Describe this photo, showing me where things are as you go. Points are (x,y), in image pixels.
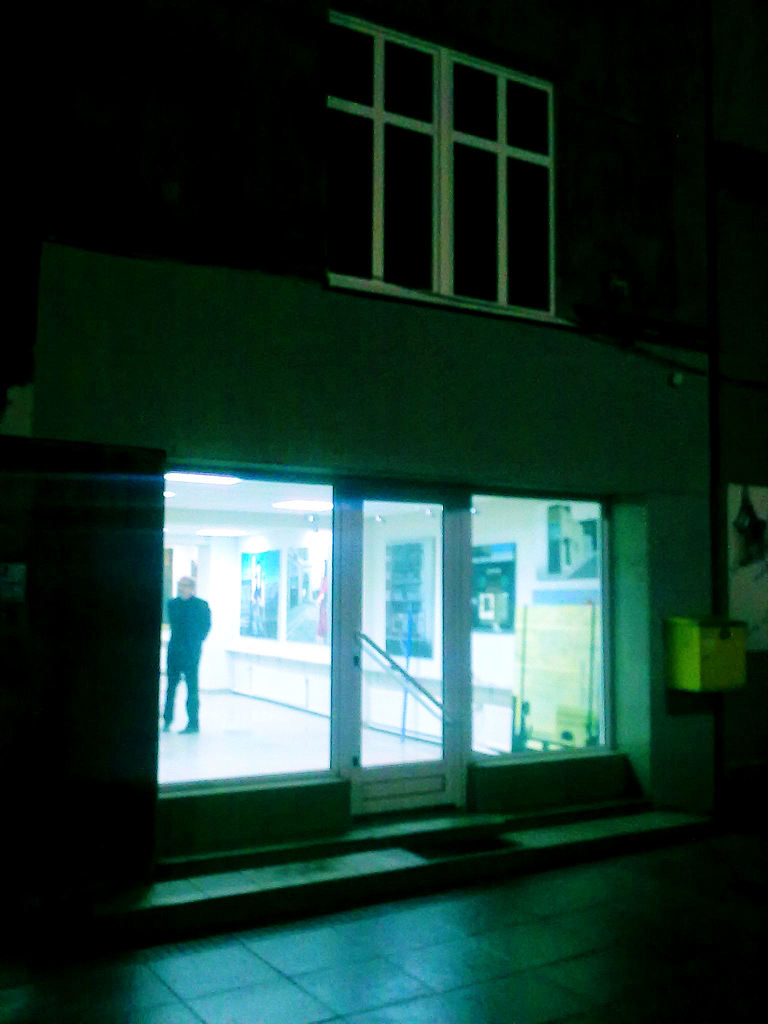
In this image, we can see a house (540,451) with glass doors (423,687) and window (520,192). Through the glass (429,728) we can see the inside view. Here we can see a wall (369,607), banners (255,562), few objects (523,725). Here a person (203,631) is standing. At the bottom (407,975), we can see a walkway (586,947). On the right side (721,673), we can see some box (728,657).
